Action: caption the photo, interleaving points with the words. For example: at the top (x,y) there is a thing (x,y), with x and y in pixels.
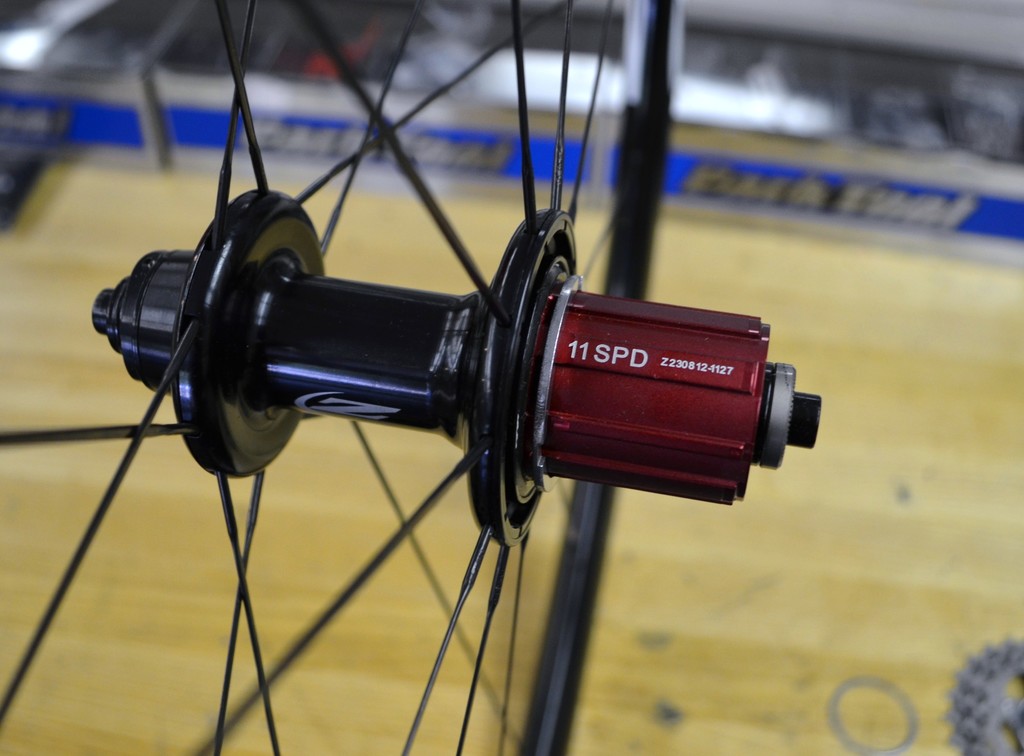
In this image, we can see hub flange (208,323), spoke (463,80), quick release cap (167,318) and skewer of the bicycle (709,415). Background (367,77) there is a blur view. Here we can see wooden surface (903,394) and some objects (980,711).
